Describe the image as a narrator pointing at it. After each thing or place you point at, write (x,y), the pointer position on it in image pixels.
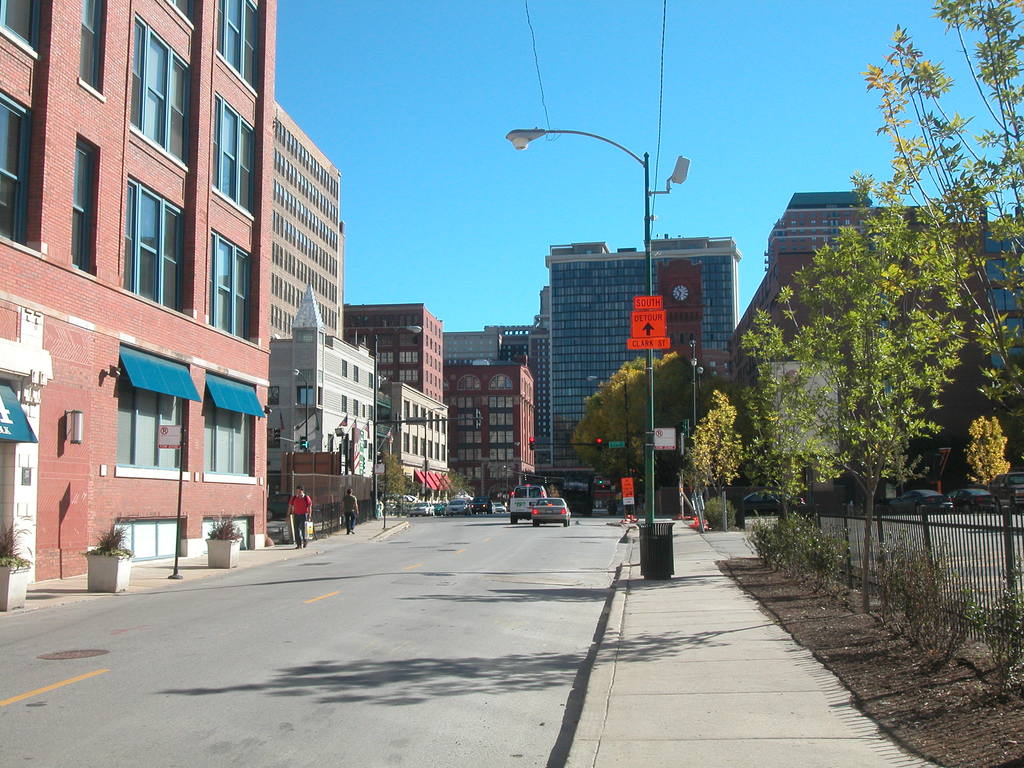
In this image on the left side (113,335) and in the center (508,412) there are some buildings (227,398) and houses (457,376), and in the center (375,454) there is one pole (648,375) and street lights (680,171) and some wires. And at the bottom (390,590) there is a road (564,583) and on the road (564,583) there are some vehicles (566,511). On the right side (687,645) there is a footpath (712,614) and some plants (917,615) and fence (982,594) and on the top of the image (745,94) there is sky (624,108). And on the left side (97,559) there are some flower pots (115,589) and plants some persons (350,513) are walking on footpath (148,581).
